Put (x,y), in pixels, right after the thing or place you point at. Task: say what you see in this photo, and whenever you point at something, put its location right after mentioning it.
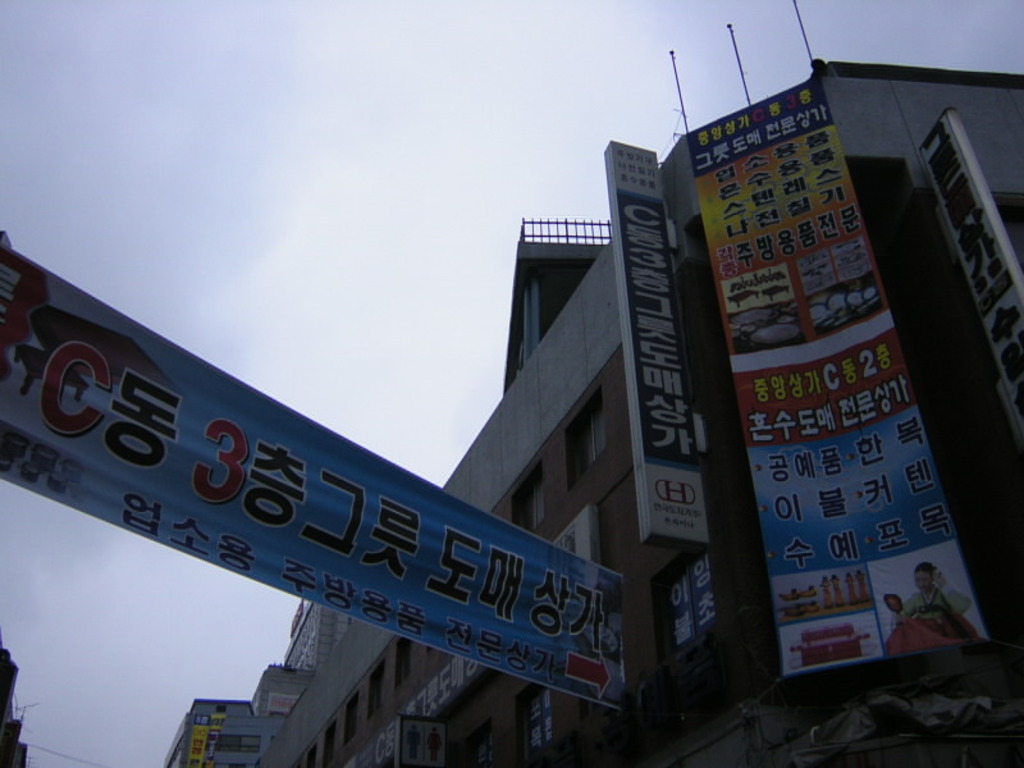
On the left side (292,572), there is a blue color banner (462,554) arranged. On the right side (955,203), there are banners (762,315) and hoardings (968,204) attached to the walls (701,335) of the buildings (710,370), which are having windows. In the background (206,684), there are clouds (330,84) in the blue sky (211,72).
